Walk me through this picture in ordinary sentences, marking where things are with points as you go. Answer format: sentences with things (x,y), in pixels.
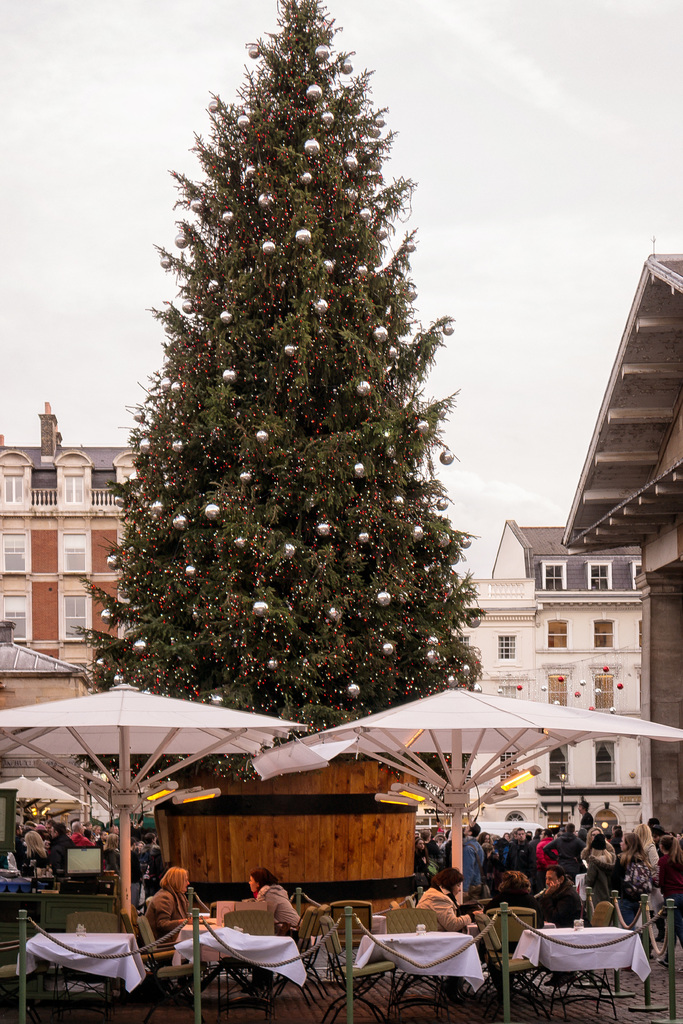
There is a big Christmas tree (352,447). In the bottom (252,937) there are some tables (211,943). Some people (459,892) are sitting on the chair (258,927). On their top there is a tent (436,704). On the right bottom (521,833) there are some peoples (518,830) standing. In the background (525,661) there are some buildings (90,535), roof (672,347) and on top (418,41) sky (494,165).
